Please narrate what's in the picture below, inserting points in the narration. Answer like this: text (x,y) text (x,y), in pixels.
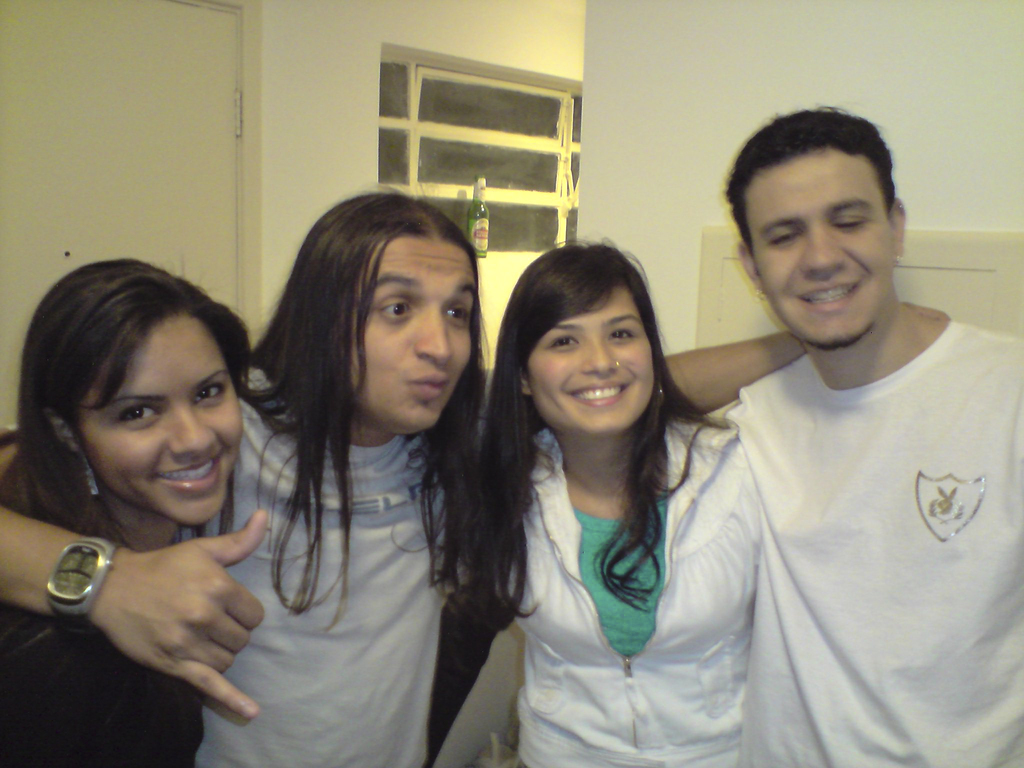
This is the picture of a room (971,283) in this image there are group of people (358,546) standing and smiling. At the back (222,232) there is a door (222,232) and there is a window (484,170) and there is a bottle (480,247) on the wall (480,275).
